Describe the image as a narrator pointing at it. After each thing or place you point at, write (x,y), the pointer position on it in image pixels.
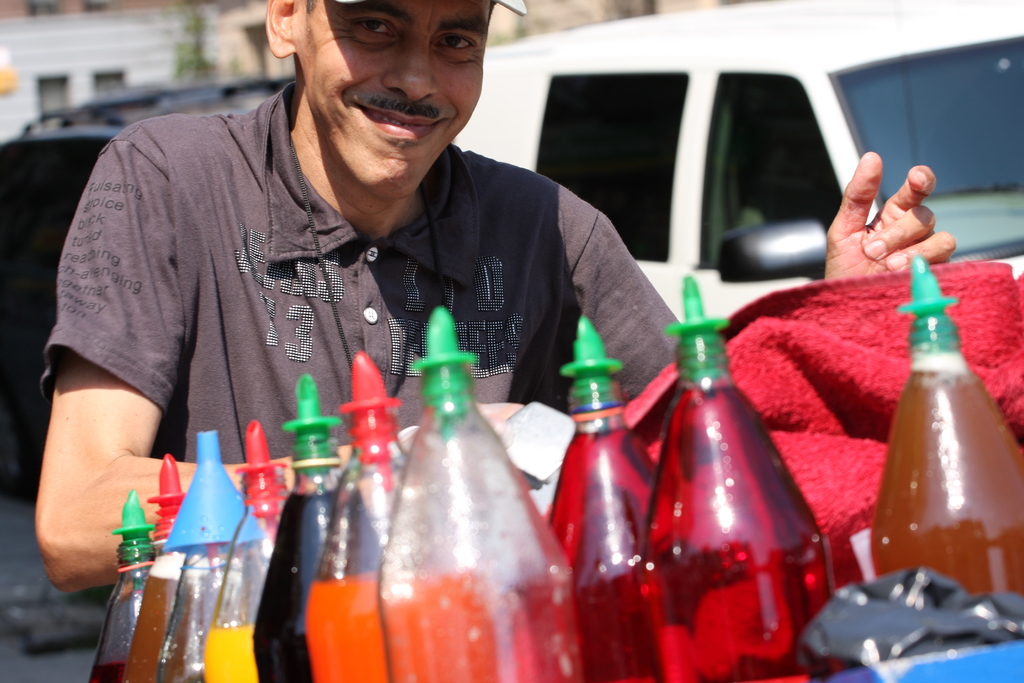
In the image we can see there is a man (415,229) who is standing and in front (137,588) there are all juice bottles (280,565).
